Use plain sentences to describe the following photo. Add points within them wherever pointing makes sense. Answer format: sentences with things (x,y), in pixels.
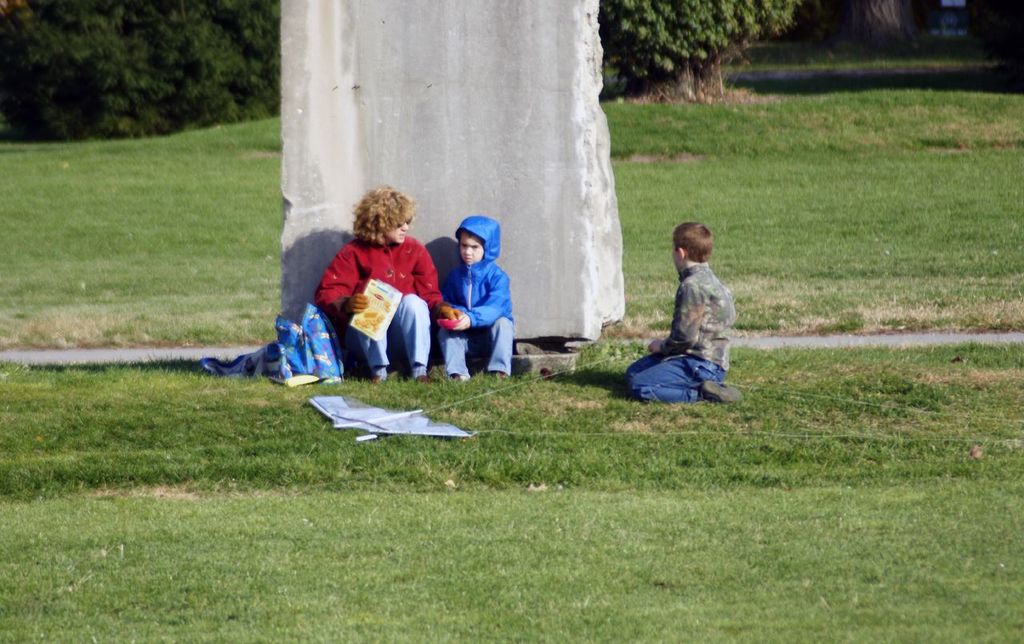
At the bottom of the image (213,477) on the ground (662,418) there is grass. And there are three persons (347,333) sitting. Behind them there is a stone pillar (392,135). Behind the pillar (386,44) there are trees (988,10).
